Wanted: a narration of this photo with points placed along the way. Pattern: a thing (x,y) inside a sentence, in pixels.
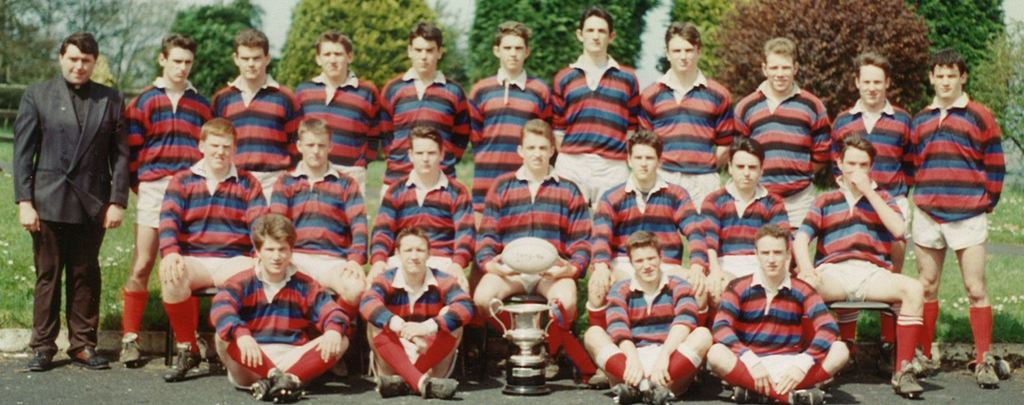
In this image there are a group of people (559,135) who are standing and some of them are sitting and one person (557,224) is holding a ball (531,253), and in the center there is one cup (528,343). In the background (945,12) there are some trees (922,14) and grass (109,258), at the bottom (50,379) there is a road (378,394).
